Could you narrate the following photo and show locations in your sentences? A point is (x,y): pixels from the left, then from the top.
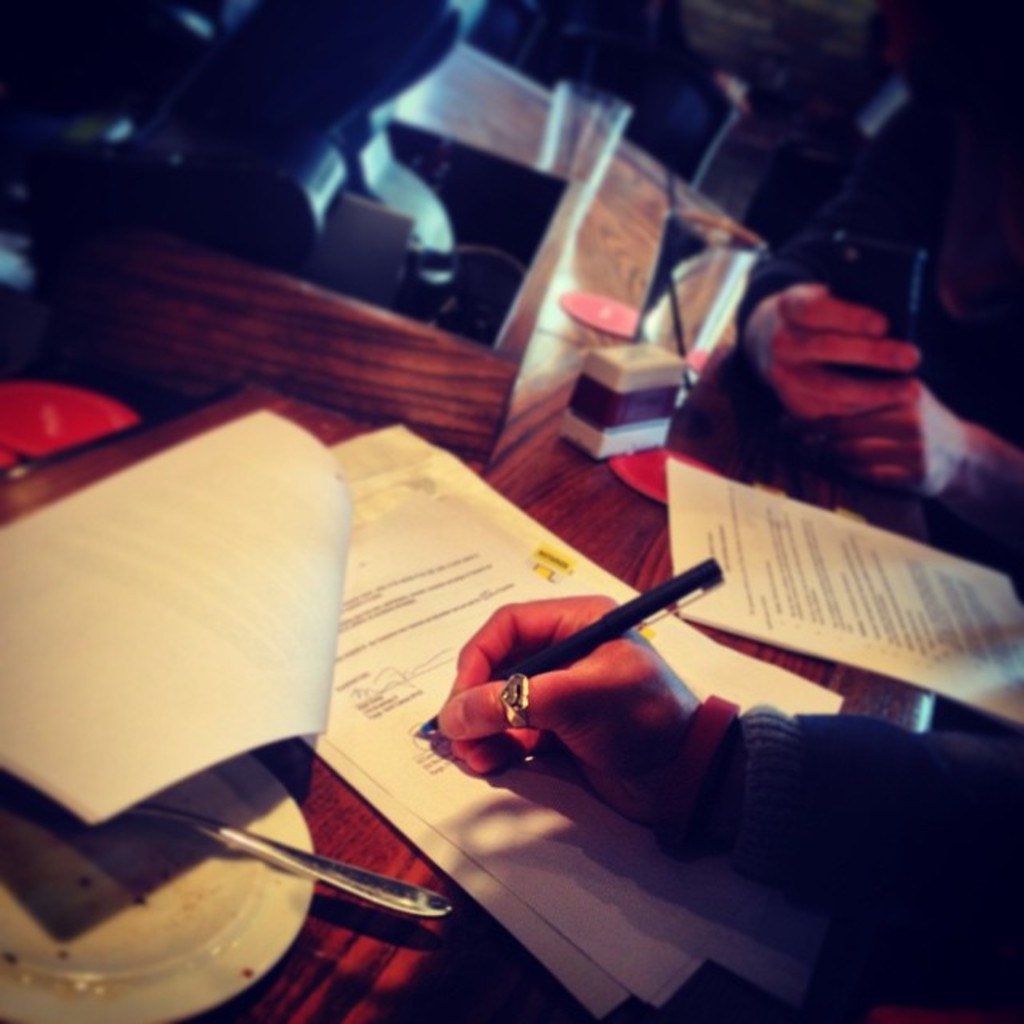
In the picture we can see a person's hand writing something on the papers (404,709) which is on the table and beside it, we can see a plate (111,896) with a spoon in it and we can also see some objects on the table (429,970).
